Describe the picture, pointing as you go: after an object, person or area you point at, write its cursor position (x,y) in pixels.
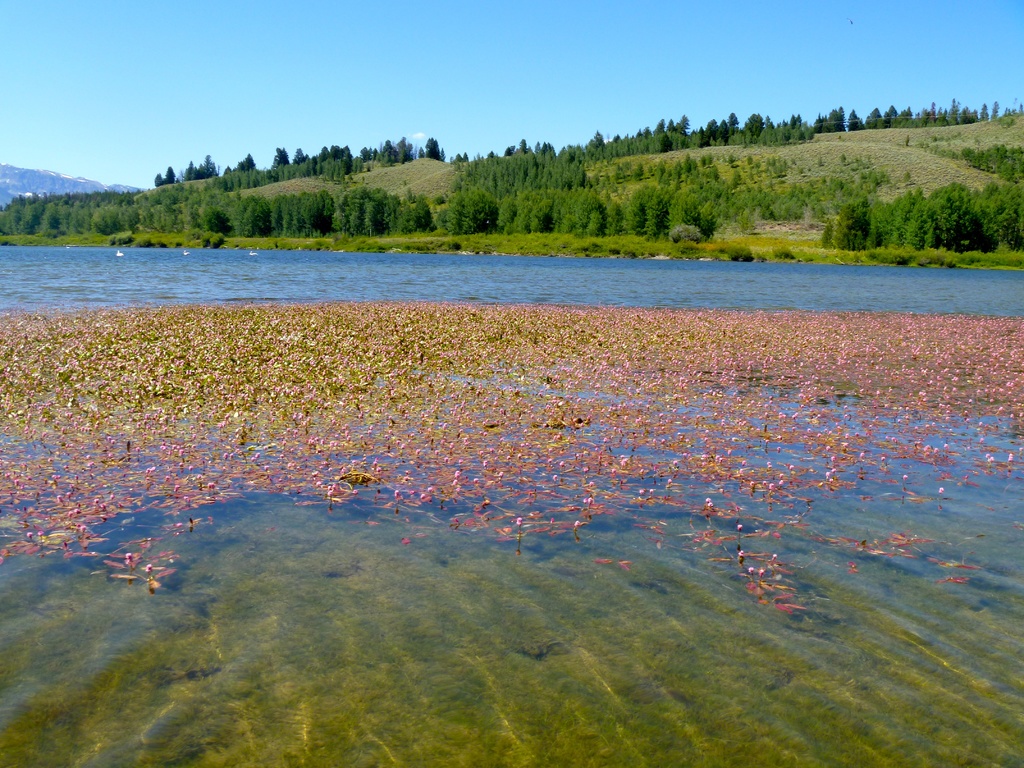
In the center of the image (436,326) there is a lake (370,504) and we can see duckweeds (331,400) on the water (367,564). In the background (312,234) there are trees (548,182), hills (88,182) and sky (428,138).
